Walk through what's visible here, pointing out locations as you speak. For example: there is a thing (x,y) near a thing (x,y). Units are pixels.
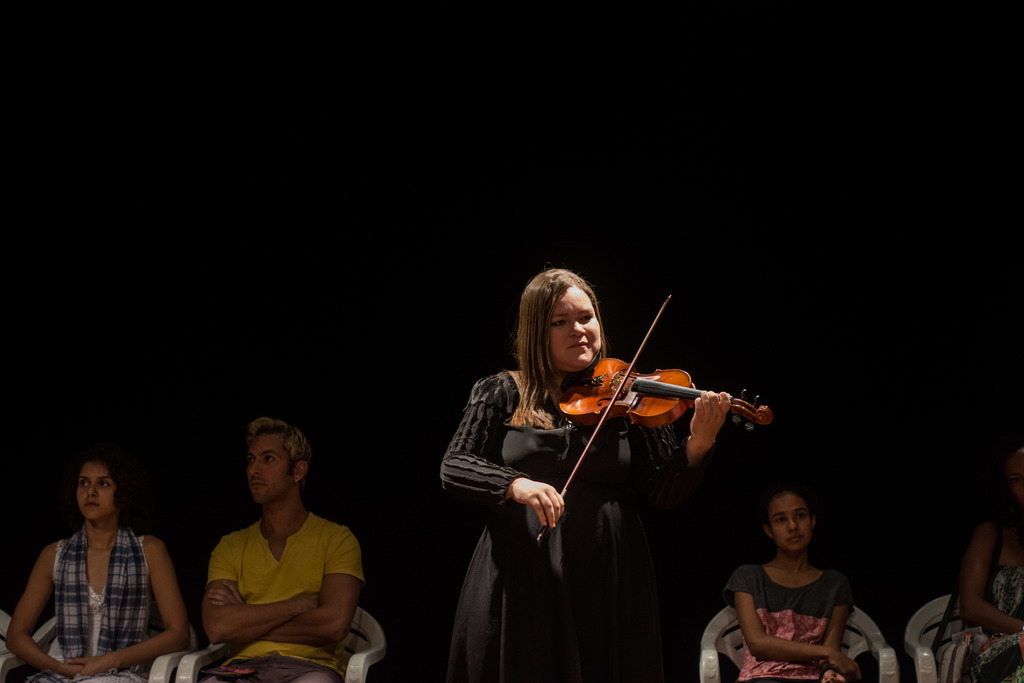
There is a woman (488,658) standing in the center (463,420) and she is playing a violin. Here we can see a two persons (54,682) sitting on a chair (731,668) and there are two persons (761,678) on the right side (1023,523) as well.
